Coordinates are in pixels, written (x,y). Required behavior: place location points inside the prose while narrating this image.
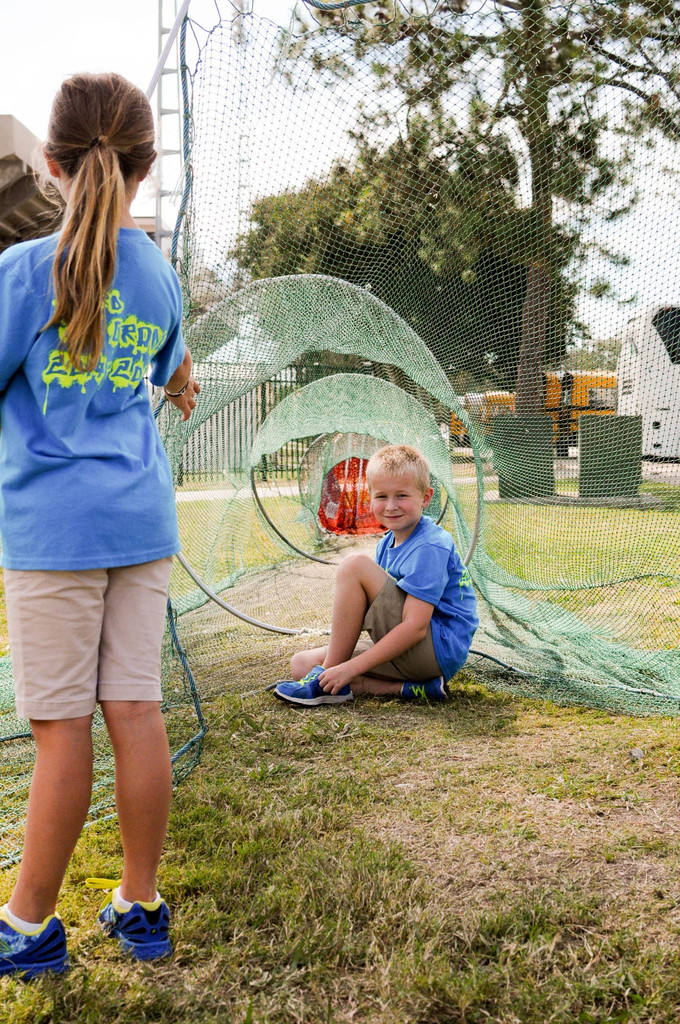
In this image in front (365,561) there are two people (327,701). In front of them there is a net (452,482). At the center of the image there is a metal fence (208,467). In the background of the image (425,225) there are trees (508,279), vehicles (627,400), buildings (34,223) and sky (280,137).
